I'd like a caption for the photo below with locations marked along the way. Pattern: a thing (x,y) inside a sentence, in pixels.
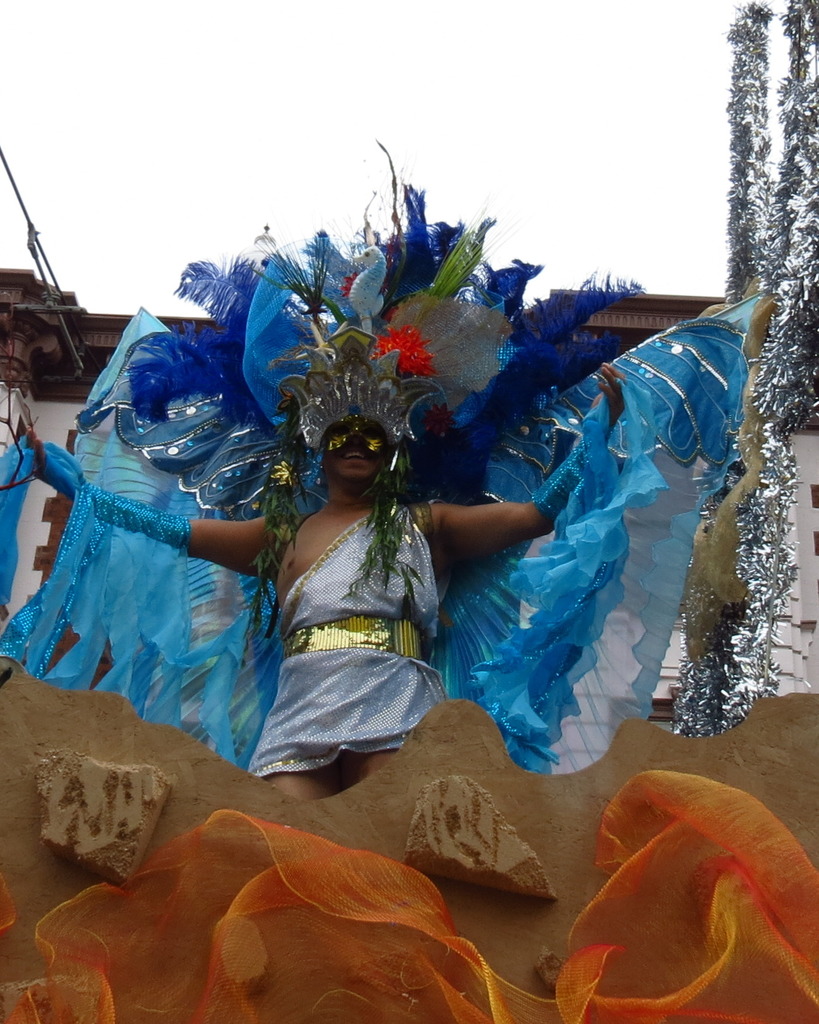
In this image we can see a person (490,539) in a costume (428,676) and the person (369,475) is having a smile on his face (352,475). Here we can see the orange color cloth (371,935) at the bottom (742,985). In the background (15,311), we can see the building (36,299).
